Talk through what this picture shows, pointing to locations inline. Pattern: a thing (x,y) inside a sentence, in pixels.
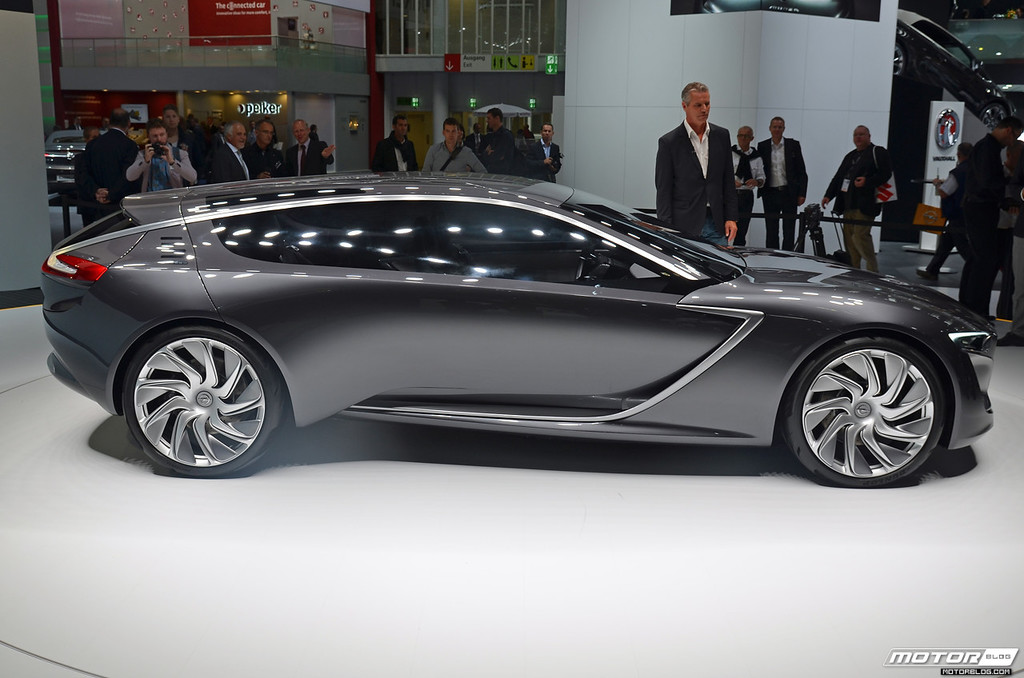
In the middle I can see a car (57,327) on the floor (474,501). In the background (991,281) I can see a crowd (268,163), fence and a wall (797,79). This image is taken in a shop (442,11).
